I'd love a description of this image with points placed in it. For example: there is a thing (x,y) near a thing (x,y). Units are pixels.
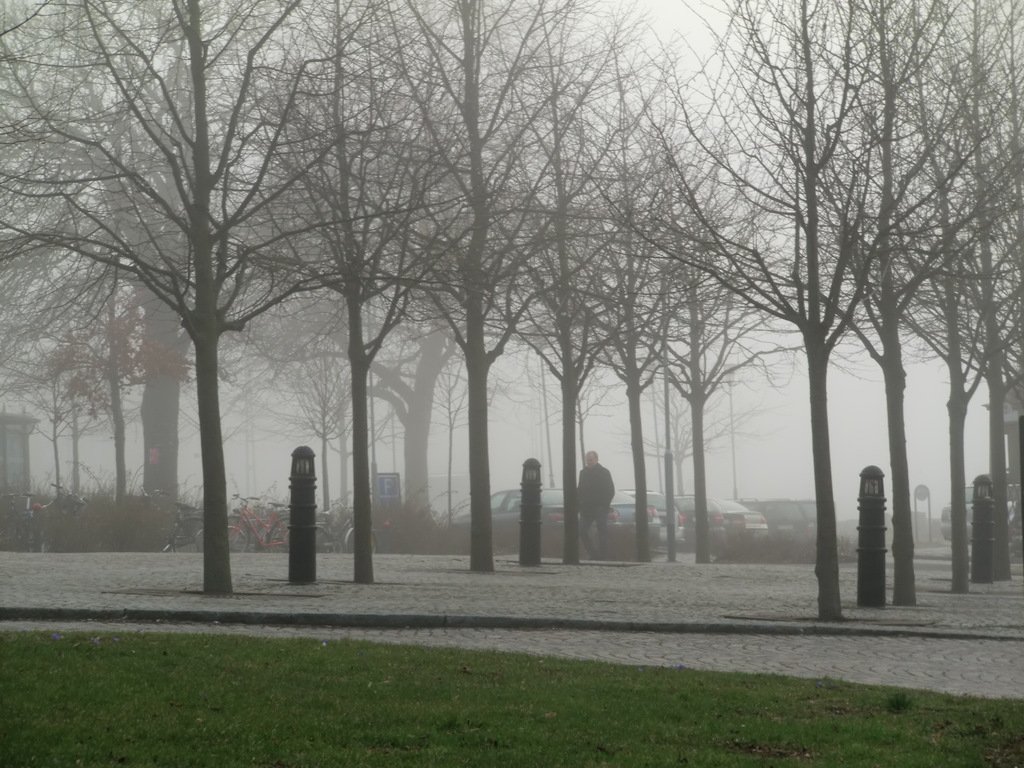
In this image we can see the trees (369,541). We can also see the bicycles (334,529) and some vehicles (556,500) parked. We can see some black color poles (865,524) on the path (971,576). There is a person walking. Some part of image is covered with the fog (534,434). At the bottom (405,677) there is grass (562,728).
